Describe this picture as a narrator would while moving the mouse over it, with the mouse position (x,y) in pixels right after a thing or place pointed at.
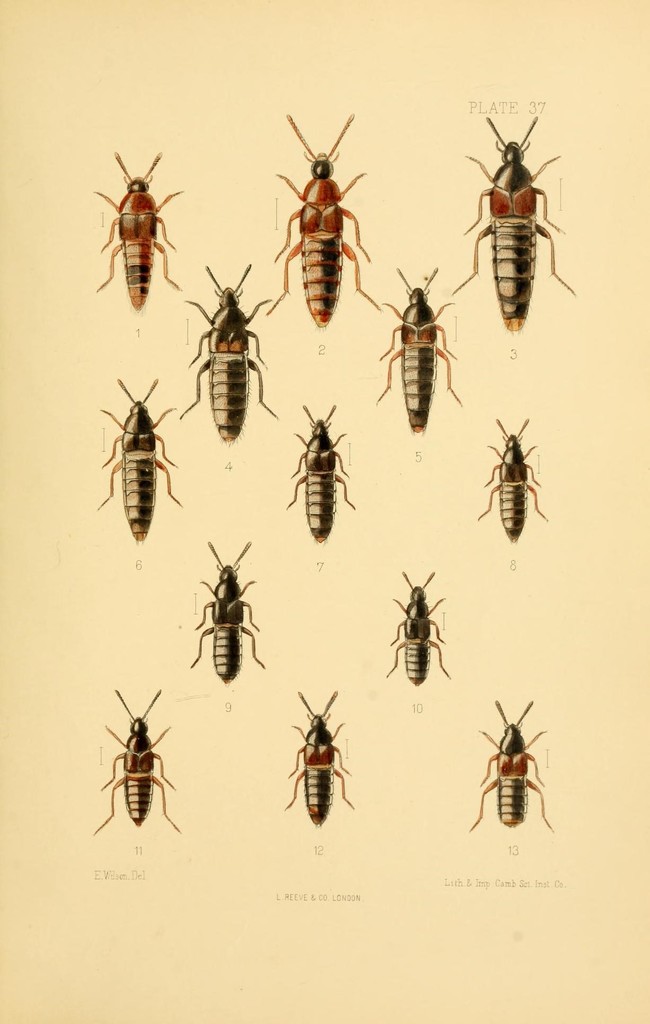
In this picture we can see insects (317,816) and some text (528,106) on the page (428,552).
